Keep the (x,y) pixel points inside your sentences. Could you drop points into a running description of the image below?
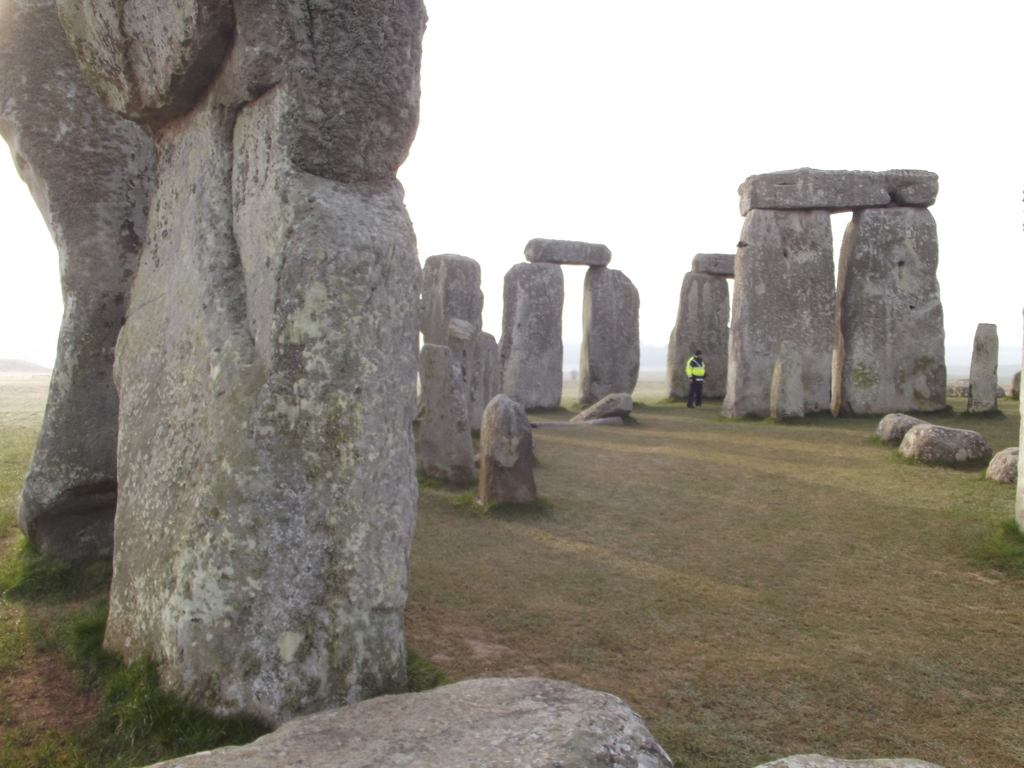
Here we can see stones (179,391) and some stones (553,257) placed on the stones (709,324). In the background (697,378) there is a man (688,367) standing on the ground (678,461) at the stone (676,377) and we can also see sky (449,210).
